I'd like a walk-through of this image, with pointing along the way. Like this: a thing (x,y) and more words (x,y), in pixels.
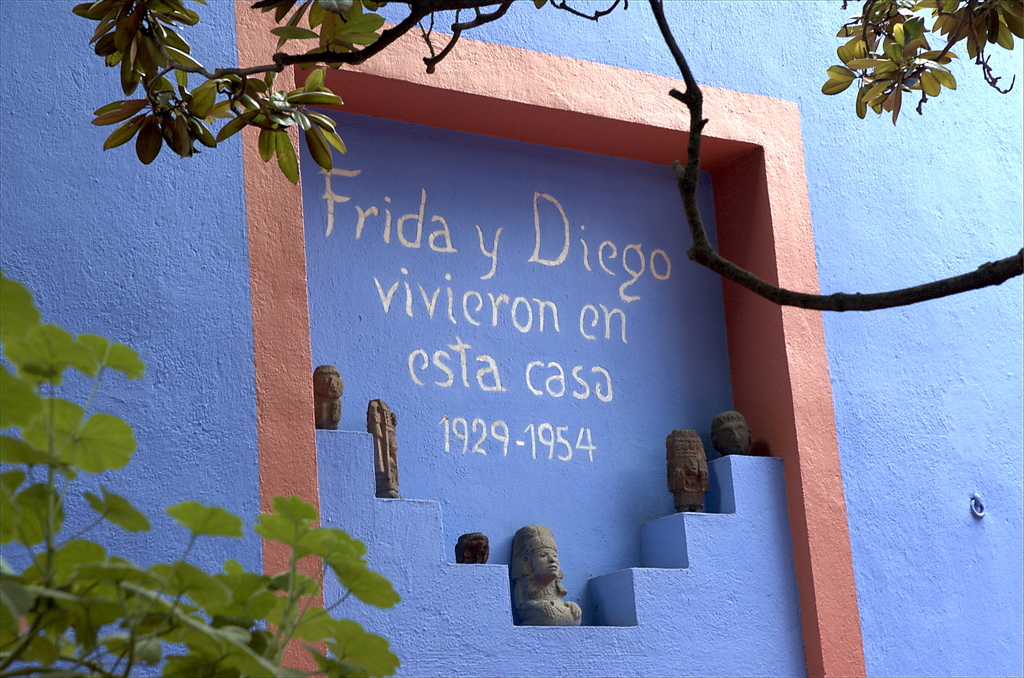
In this picture we can see a wall (151,349) with some text (412,304) on it, here we can see statues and trees (381,664).
